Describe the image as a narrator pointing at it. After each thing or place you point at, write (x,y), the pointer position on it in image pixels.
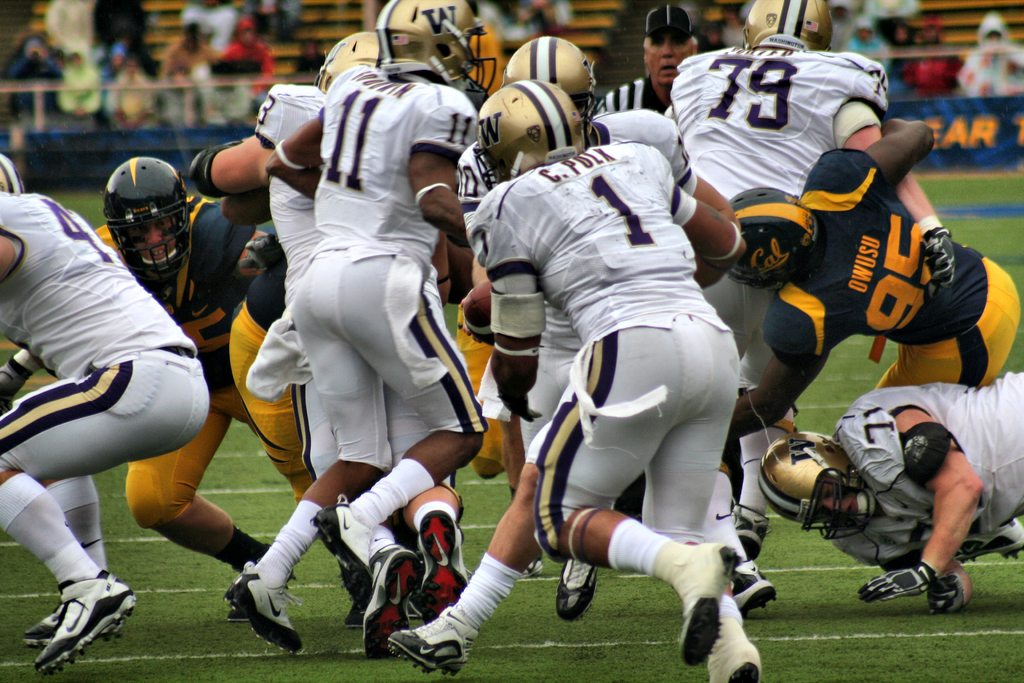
In this image we can see few people (158,452) wearing sports dress (704,378) and it looks like there are playing and there are some people (681,45) in the background (66,49) and the image is blurred.
